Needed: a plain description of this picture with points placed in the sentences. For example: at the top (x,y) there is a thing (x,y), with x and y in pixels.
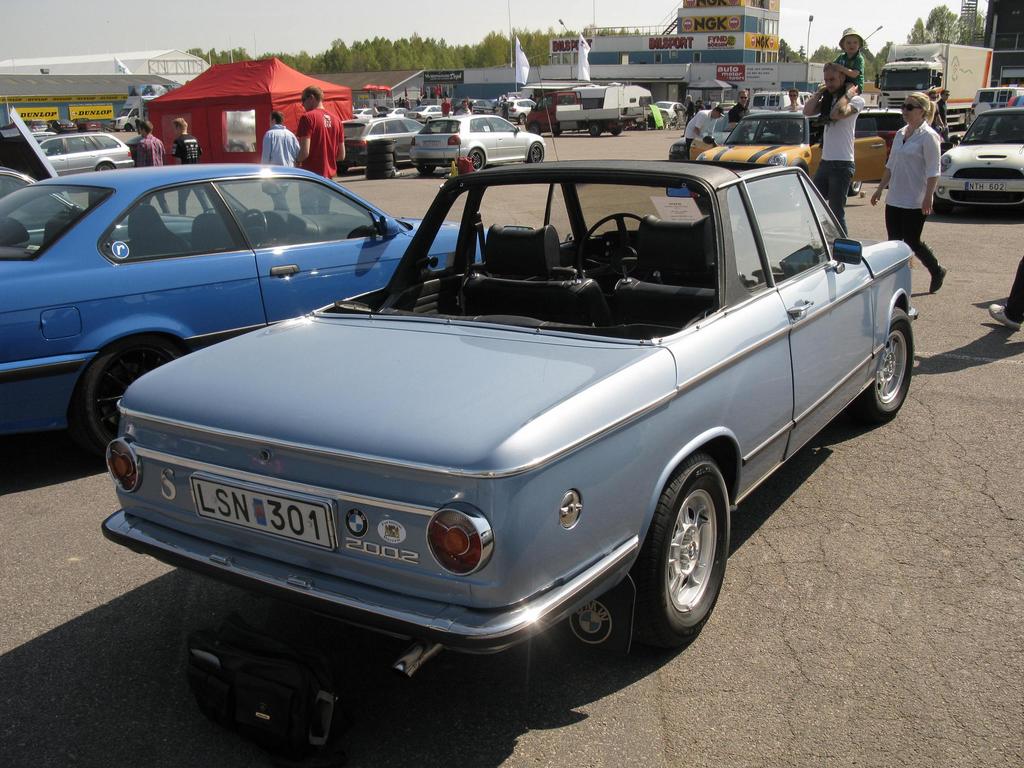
This picture is clicked outside the city. Here, we see many cars (531,330) and other vehicles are parked on the road (517,197). The man (843,141) in white T-shirt (839,125) is carrying the boy (844,33). Beside him, the woman (904,157) in the white shirt (900,180) is walking. Beside the blue car (283,168), we see four men (339,123) are walking on the road (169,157). Beside them, we see a red color tent (265,123). In the background (359,142), we see vehicles (800,148) parked on the road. We even see two white flags (582,67). There are trees (308,58) and buildings (753,68) in the background (750,52). It is a sunny day.
